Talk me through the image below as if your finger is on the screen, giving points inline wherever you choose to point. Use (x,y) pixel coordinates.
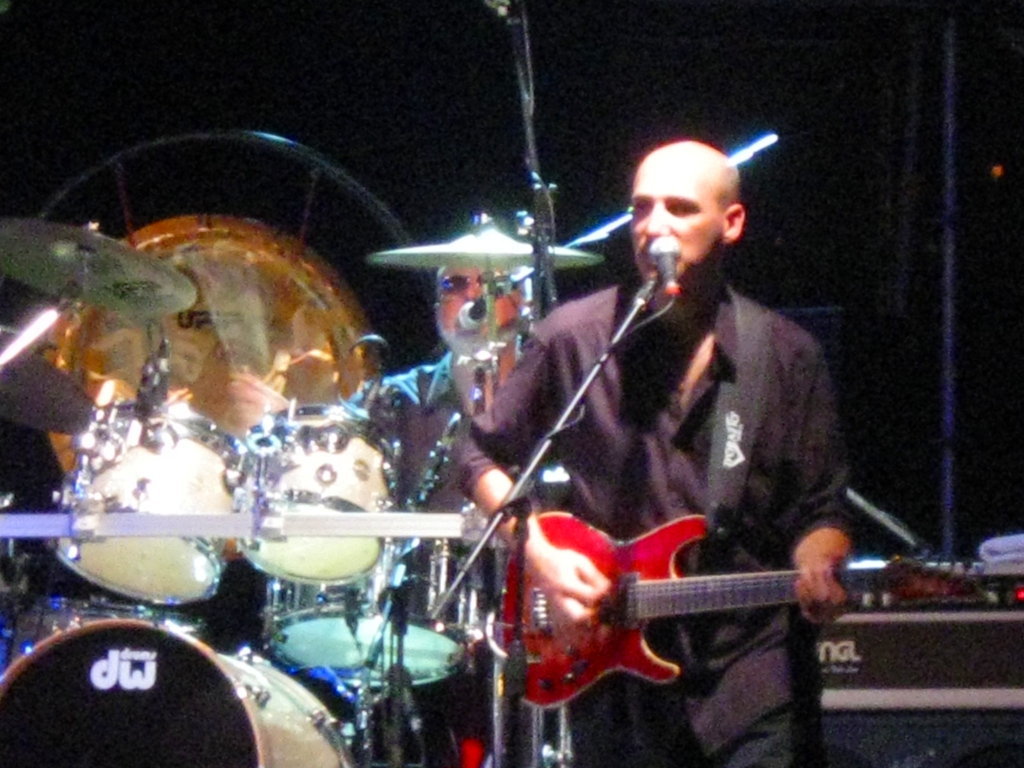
In the picture we can find a man (754,670) holding a guitar (595,663) which is red in colour and singing a song in microphone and just beside him there is a drummer (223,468) with musical instruments (314,356) and drums (211,481), behind him there is a dark wall (458,163).
